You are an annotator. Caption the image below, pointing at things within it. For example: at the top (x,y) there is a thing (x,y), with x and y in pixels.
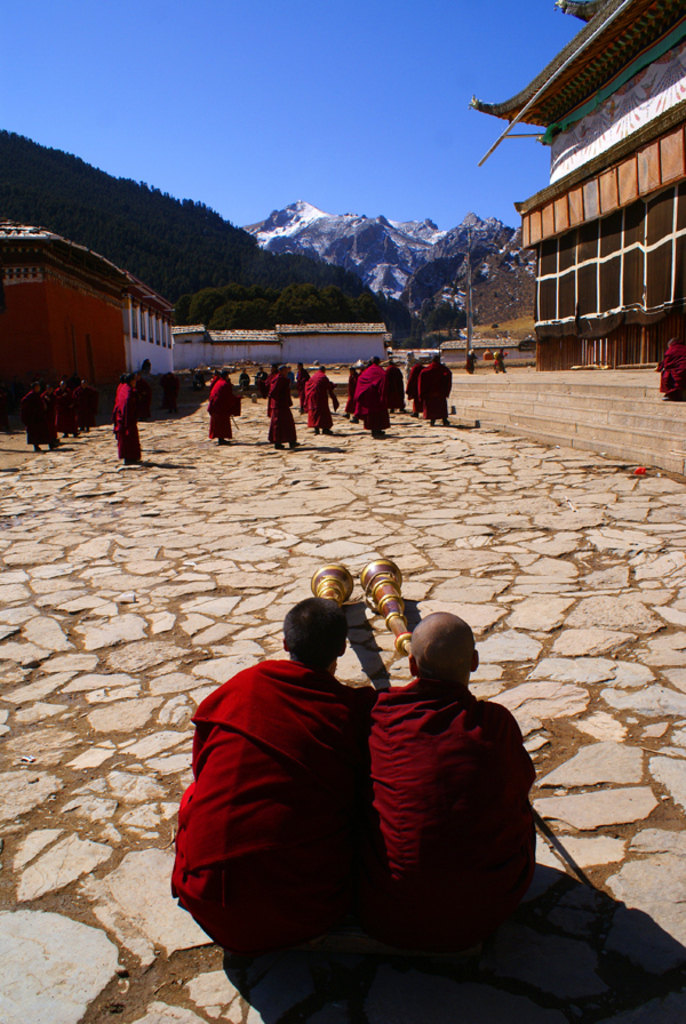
In the foreground (452,826), I can see two persons (386,697) are playing musical instruments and a group of people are performing a dance on the road (378,487). In the background (38,226), I can see buildings (359,349), trees (327,281), steps (499,396), mountains (413,228) and the sky (277,61). This picture is taken, maybe during a day.
